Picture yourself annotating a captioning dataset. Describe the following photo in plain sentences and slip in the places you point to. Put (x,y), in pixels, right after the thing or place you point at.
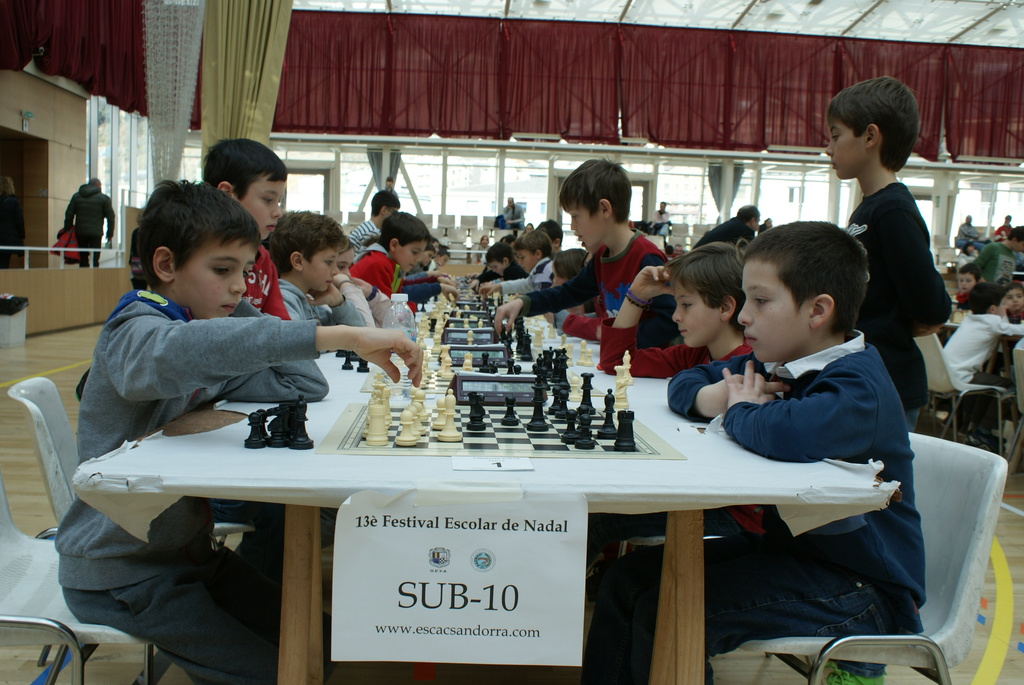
In this image i see children (540,239) who are sitting on chairs (41,582) and there are tables (667,592) in front of them on which there are chess boards (431,410) and an electronic devices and I see few of them are standing. In the background (743,190) I see the cloth (992,114), windows (972,202) and the wall (37,310).
